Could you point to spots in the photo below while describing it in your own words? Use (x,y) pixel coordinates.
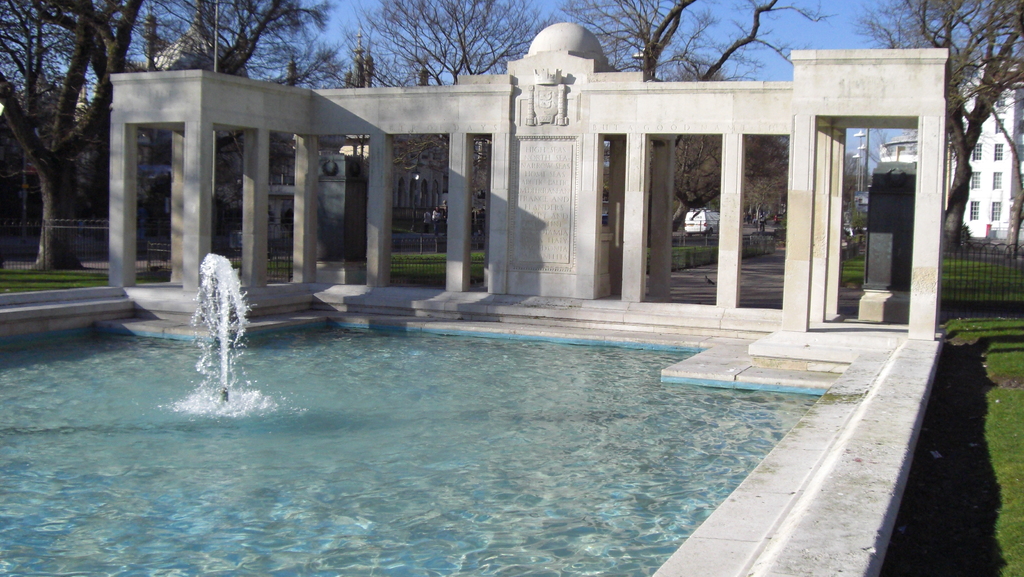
In the center of the image (415,384) we can see the fountain (295,426) with water (338,459). On the right side of the image (1019,277) we can see building (975,184), fencing (997,312) and grass (1004,424). In the background (91,165) there are trees (420,143), buildings (434,173), road (713,298), street lights (855,157) and sky (802,38).
